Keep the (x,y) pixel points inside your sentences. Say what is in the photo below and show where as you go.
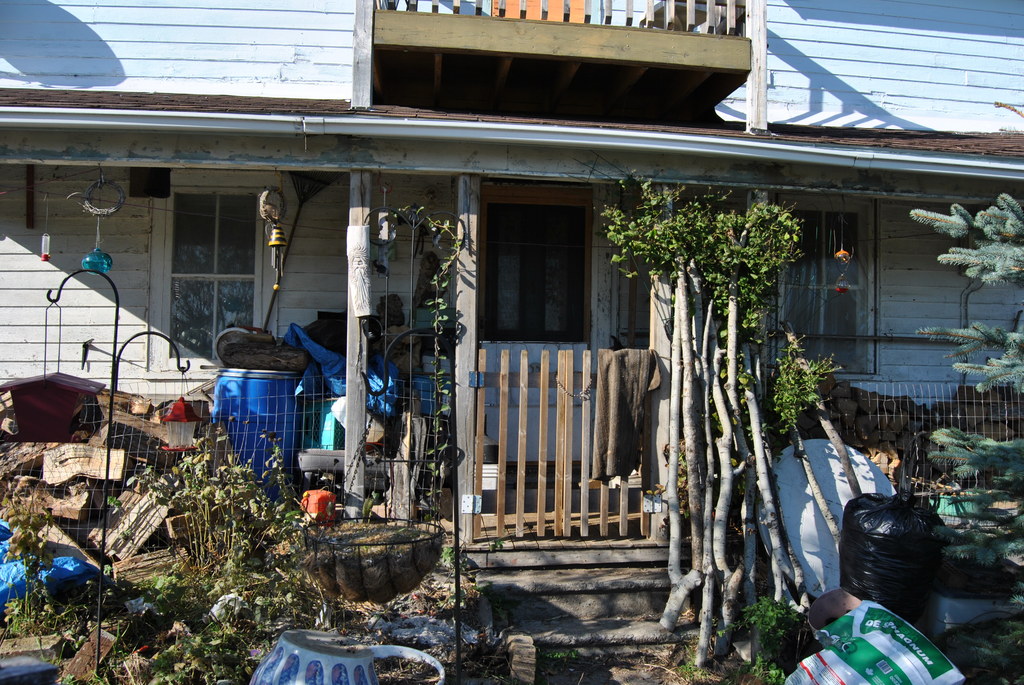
In the image there is a home (179,89) in the back (179,89) with windows (246,286) on either side with a door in the middle (559,238), in the front (569,435) there is a wooden gate (571,402) with fence (941,491) on either side along with sticks (688,419), covers (905,526) and plants (212,617).
